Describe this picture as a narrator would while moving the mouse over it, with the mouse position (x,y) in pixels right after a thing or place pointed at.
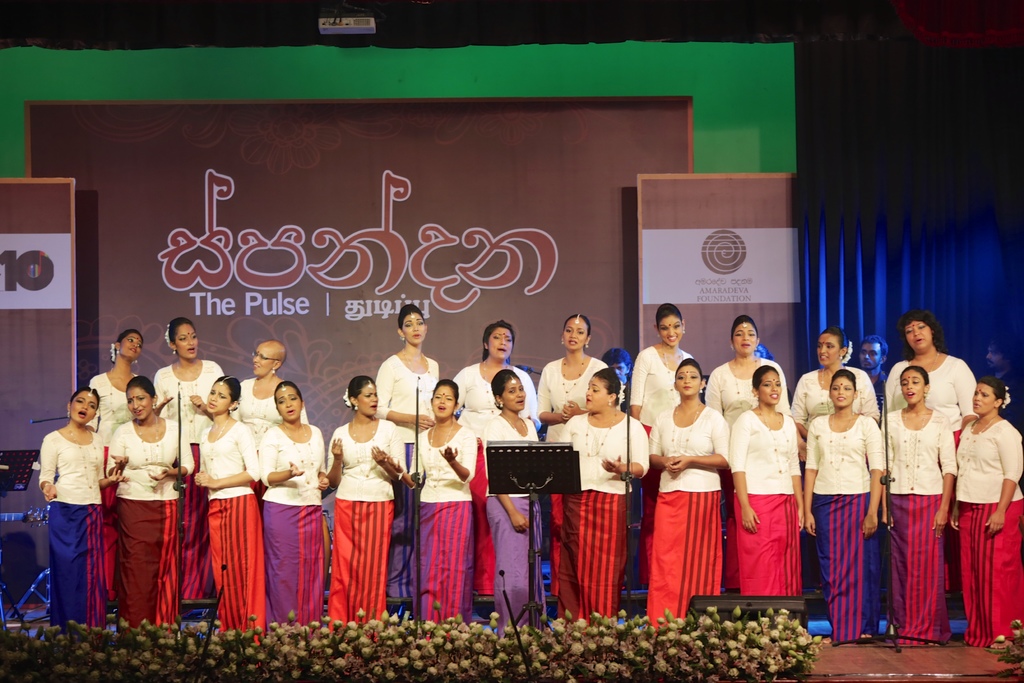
In the image there are a group of women (547,397) singing songs on the stage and behind them there are some posters (519,258) and beside the posters (710,307) there are curtains (913,234).
